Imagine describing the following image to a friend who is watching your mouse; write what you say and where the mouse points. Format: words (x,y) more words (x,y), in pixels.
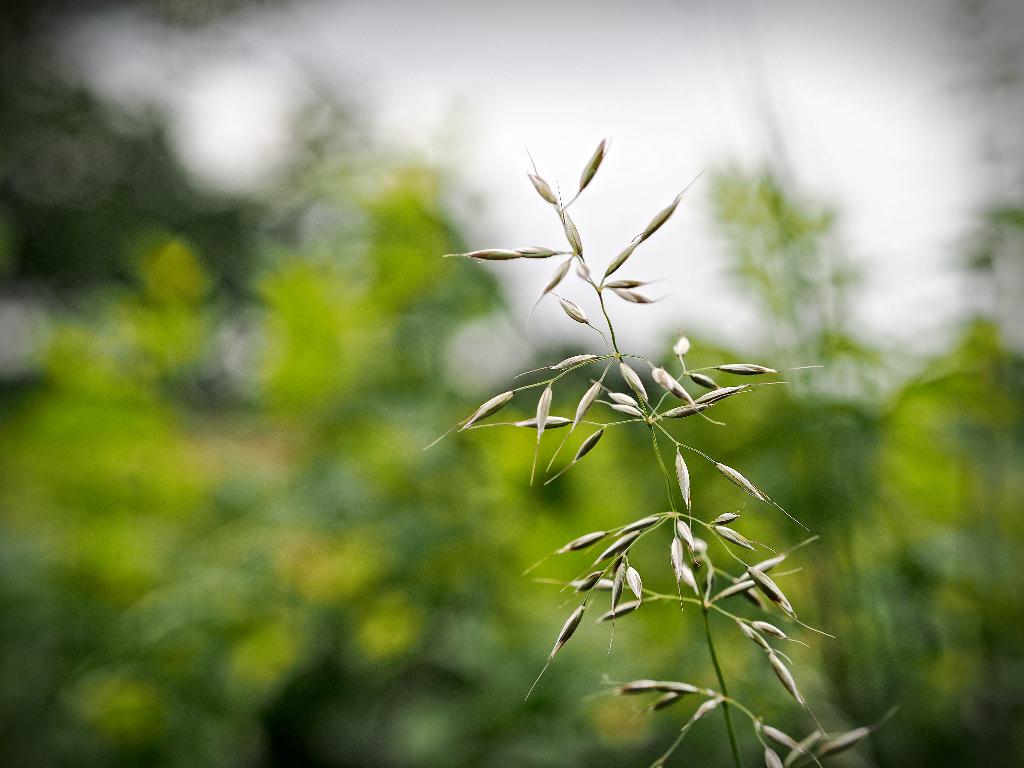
In this image there is a plant (594,164) and the background (332,754) is blurry.
